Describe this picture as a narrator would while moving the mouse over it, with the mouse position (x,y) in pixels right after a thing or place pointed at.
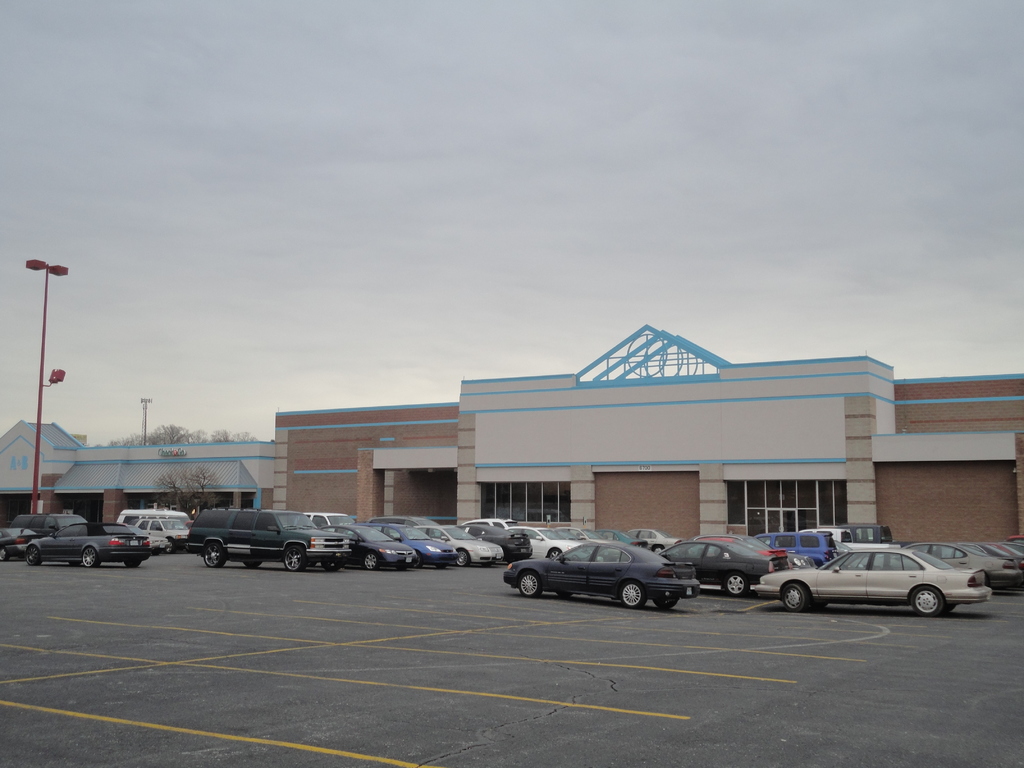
At the down side this is the road (606,674), these are the cars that are on the road (608,642) and these are the buildings (431,449) in the middle of an image (436,449). At the top (464,193) it's a sky (464,220).
